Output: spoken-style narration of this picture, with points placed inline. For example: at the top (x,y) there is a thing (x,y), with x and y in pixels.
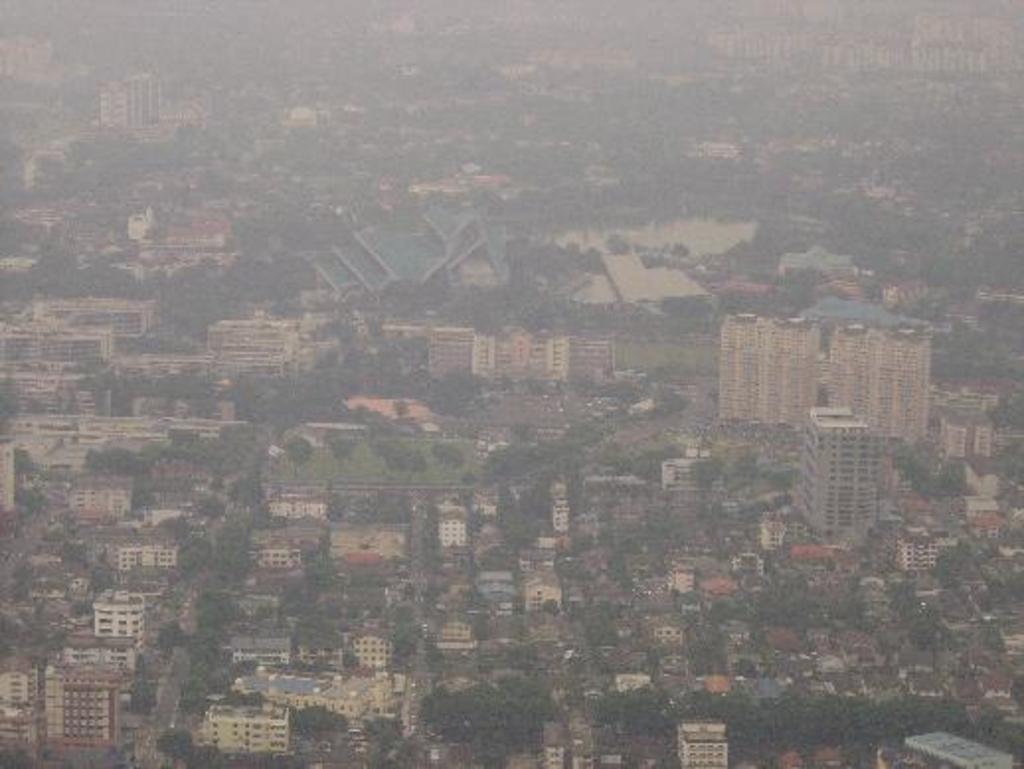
In this image I can see many trees (27,274) and building (459,523), and the image is blurred one.
